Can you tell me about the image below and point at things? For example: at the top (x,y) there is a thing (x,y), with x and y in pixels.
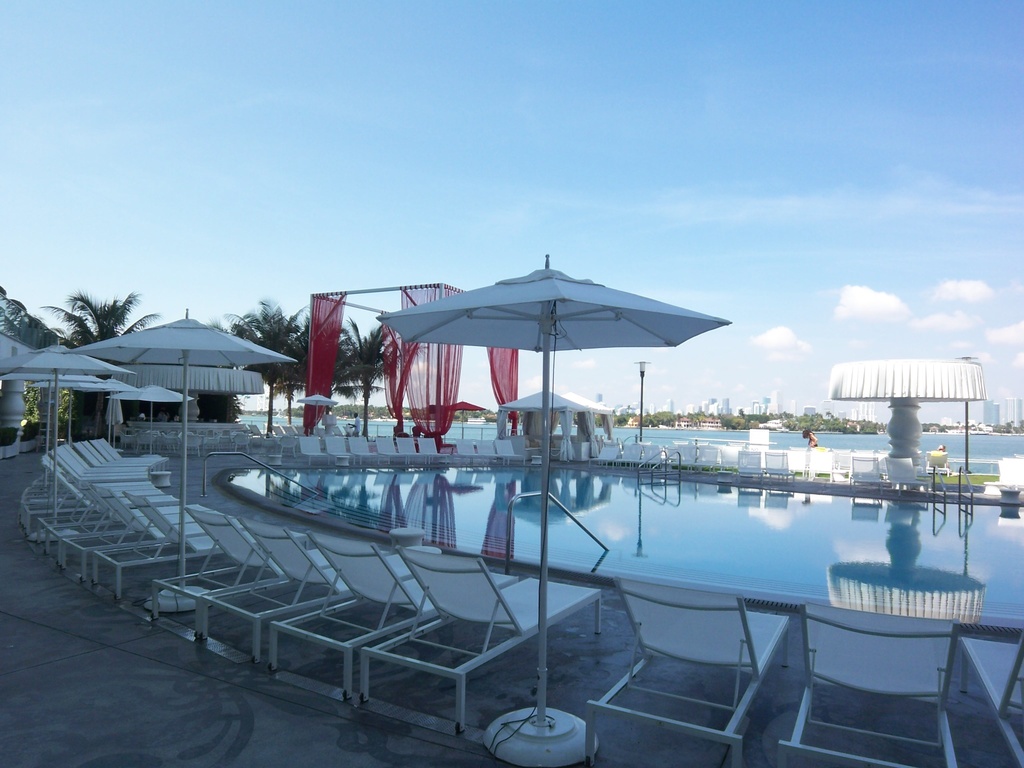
In this image we can see a swimming pool (614,517), beach beds (480,577), umbrellas (490,326) and trees (299,369). The sky (717,63) is in blue color with some clouds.
